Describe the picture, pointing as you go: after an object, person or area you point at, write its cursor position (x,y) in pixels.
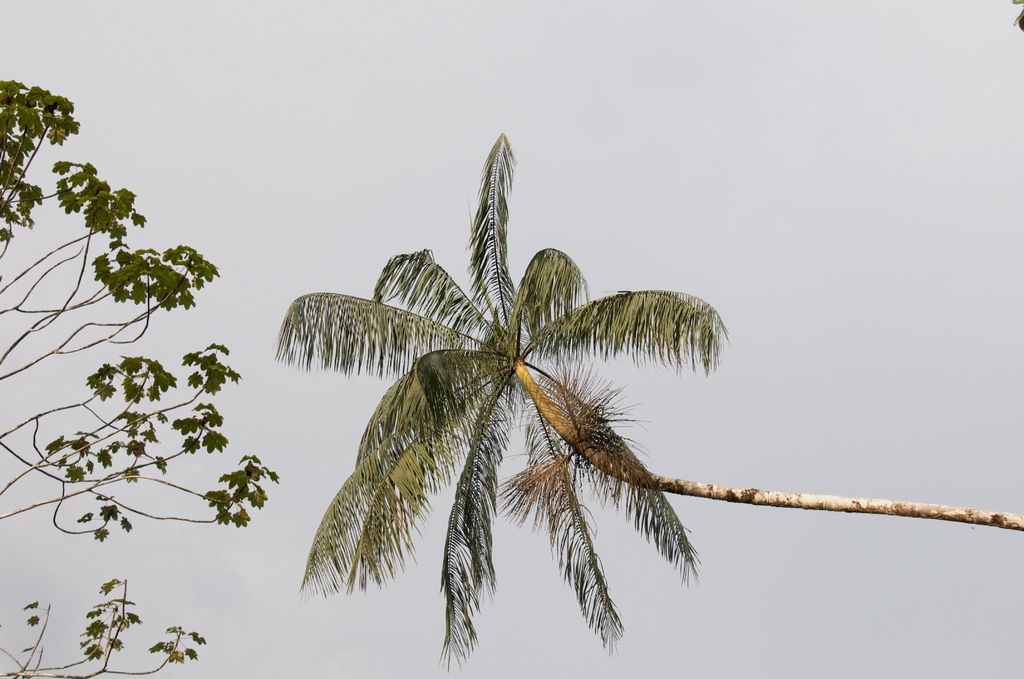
In this image there are two trees (191,258) as we can see in middle of this image (426,389) and there is a sky (516,133) in the background (715,173).
